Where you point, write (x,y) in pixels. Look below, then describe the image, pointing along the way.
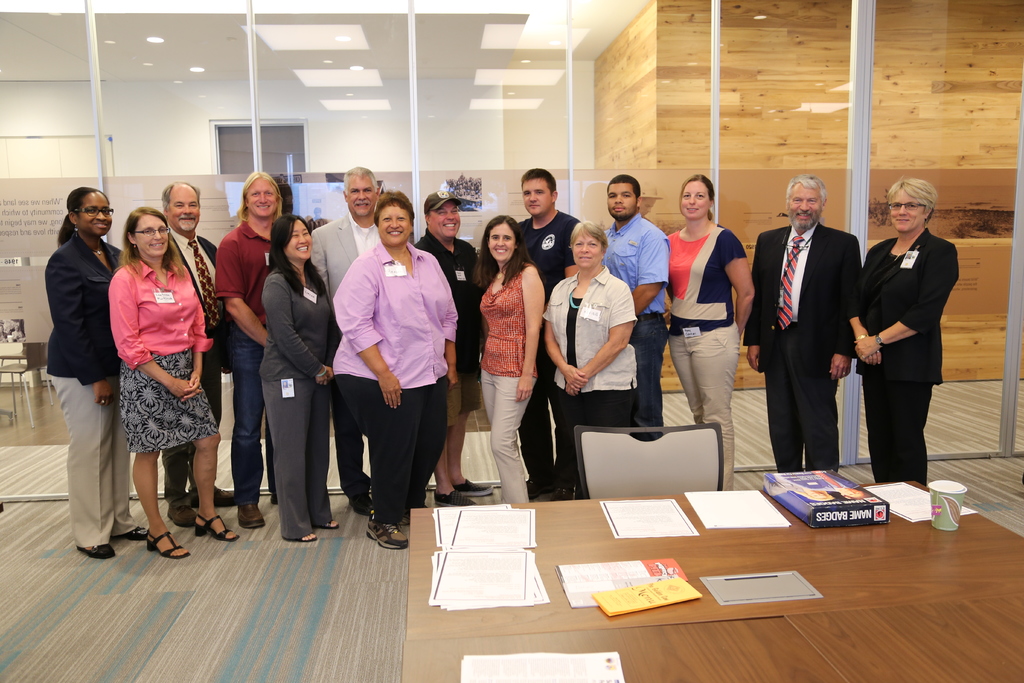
In this picture there are some people (243,299) standing in front of the table (678,537) on which there are some papers (649,516).
